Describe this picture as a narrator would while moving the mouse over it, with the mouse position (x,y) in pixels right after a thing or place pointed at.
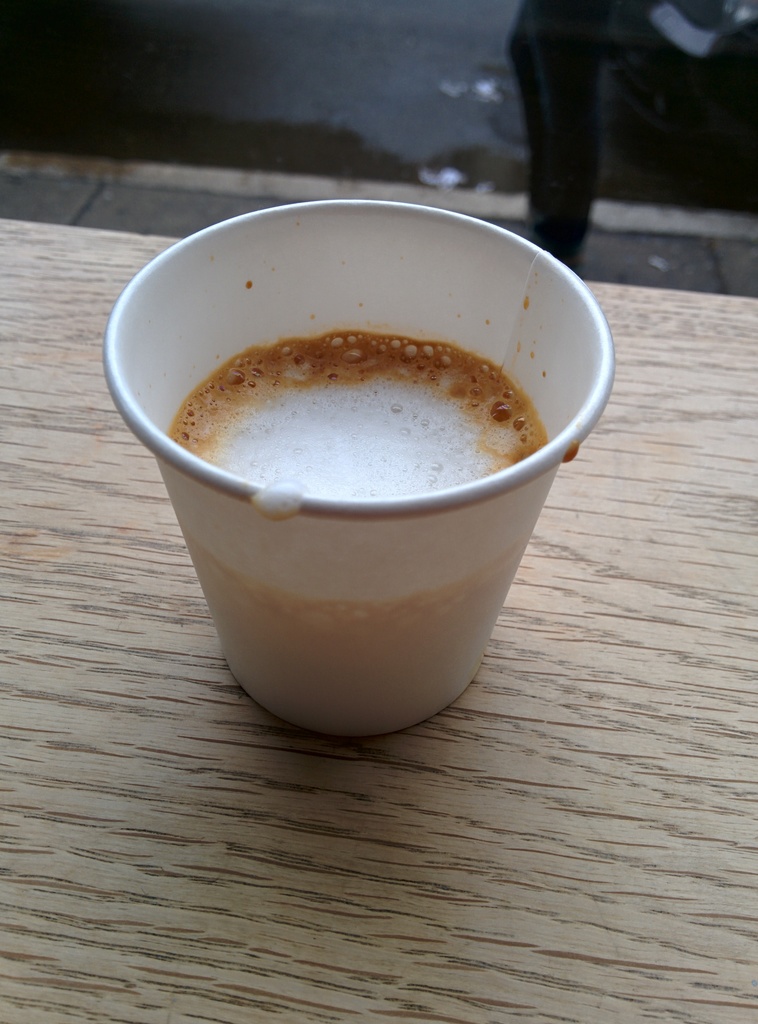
In this image there is a cup of coffee (326,542) placed on the table (373,834).
